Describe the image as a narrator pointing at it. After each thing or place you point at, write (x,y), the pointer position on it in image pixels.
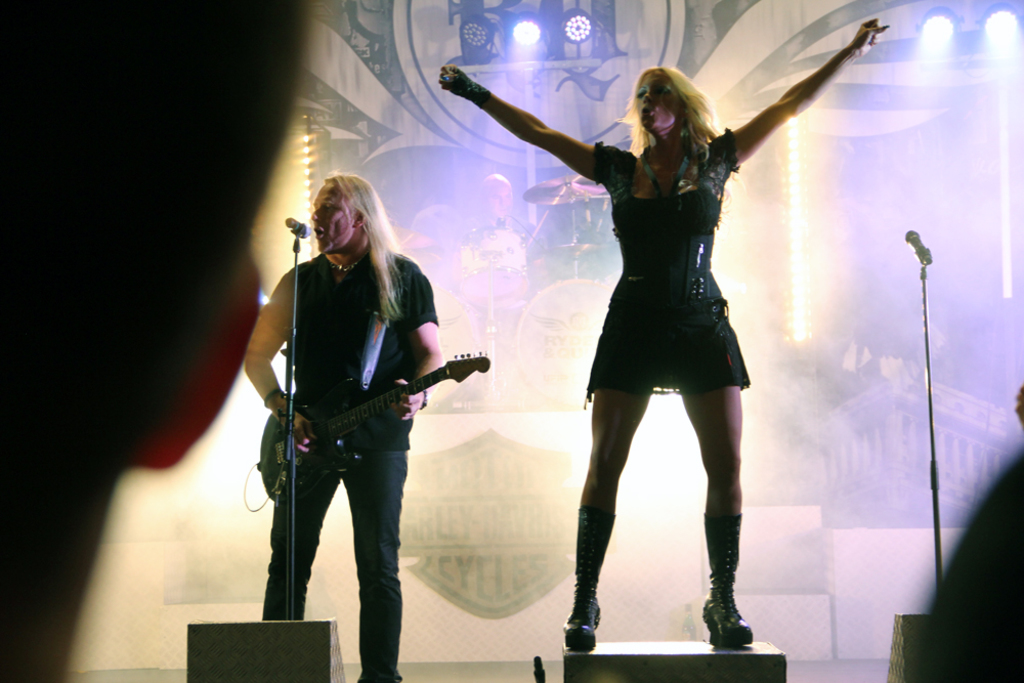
In this image we can see some persons (377,240), musical instrument (442,370), microphones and other objects (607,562). In the background of the image (539,186) there are persons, musical instruments (539,186), lights (531,46) and other objects (384,129). On the left side of the image (224,245) it looks like a person (137,416). On the right side of the image (961,566) there is an object (965,529).
